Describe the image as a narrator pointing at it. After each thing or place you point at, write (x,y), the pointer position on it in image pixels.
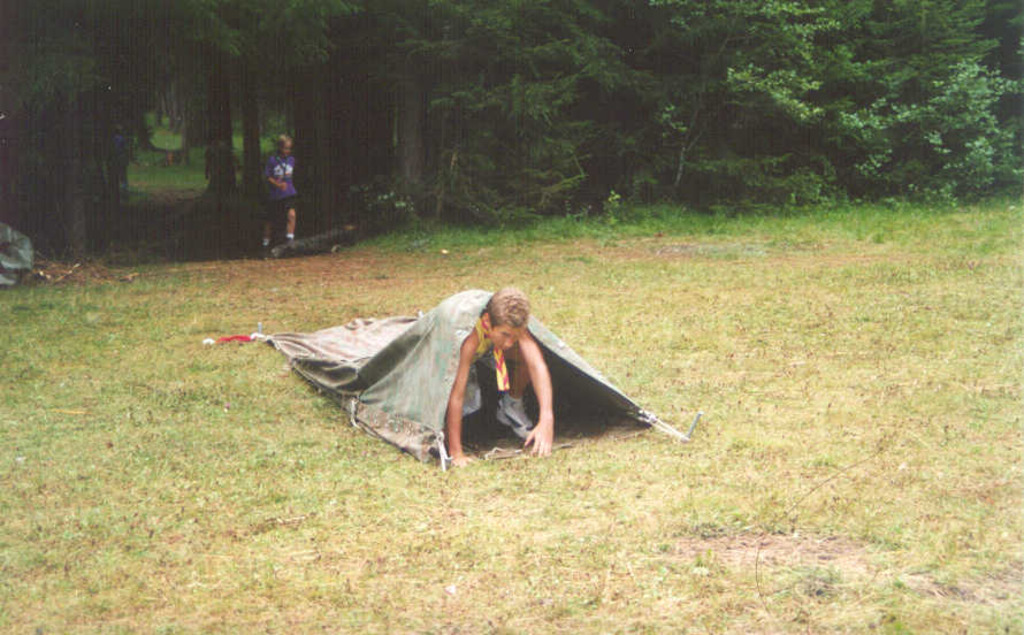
In this image I can see in the middle (536,376) a person (528,411) is trying to come out from this cloth (434,362). At the back side (451,155) there are trees (557,146) and a person (265,240) is there.
